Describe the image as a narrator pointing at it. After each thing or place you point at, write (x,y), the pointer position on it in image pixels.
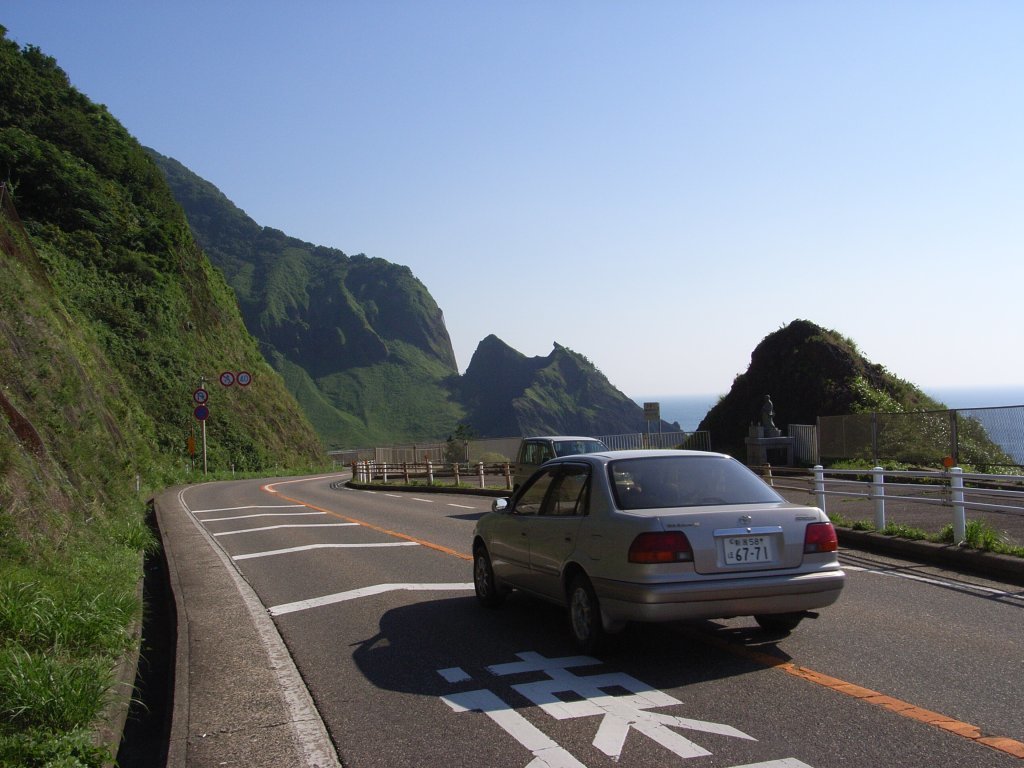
We can see cars (518,470) on the road (548,622) and we can see fence (862,455) and grass (199,474). In the background (214,436) we can see board (204,409) on poles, hills (330,279) and sky (457,329).
